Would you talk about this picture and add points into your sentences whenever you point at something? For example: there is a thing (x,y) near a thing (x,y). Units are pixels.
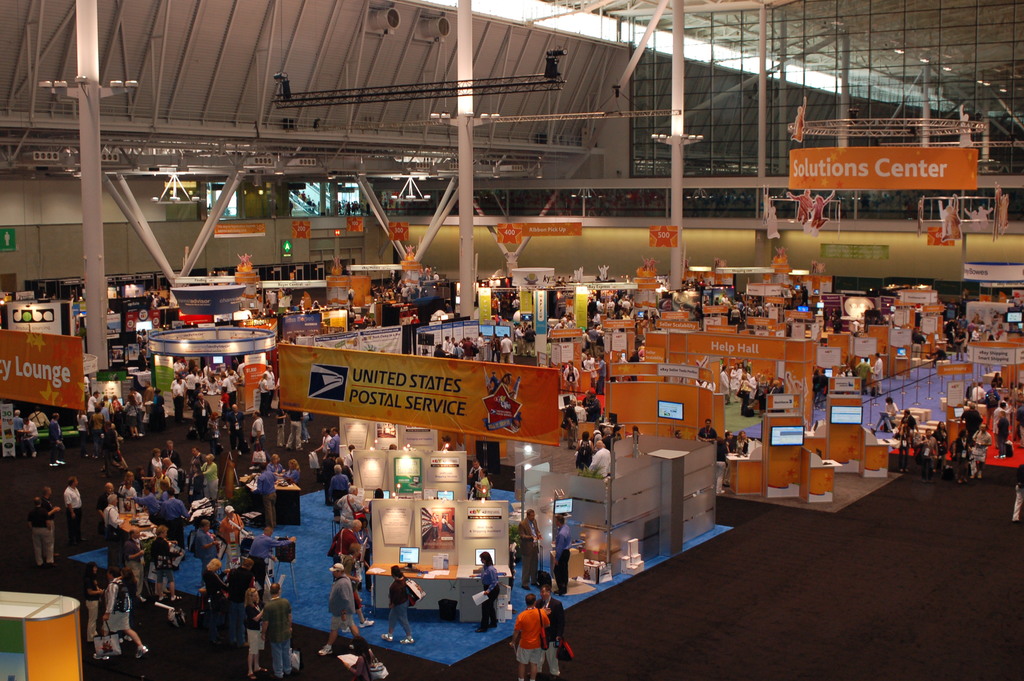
There are few persons (903,455) standing and there are few banners (426,397) which are orange in color above them.
